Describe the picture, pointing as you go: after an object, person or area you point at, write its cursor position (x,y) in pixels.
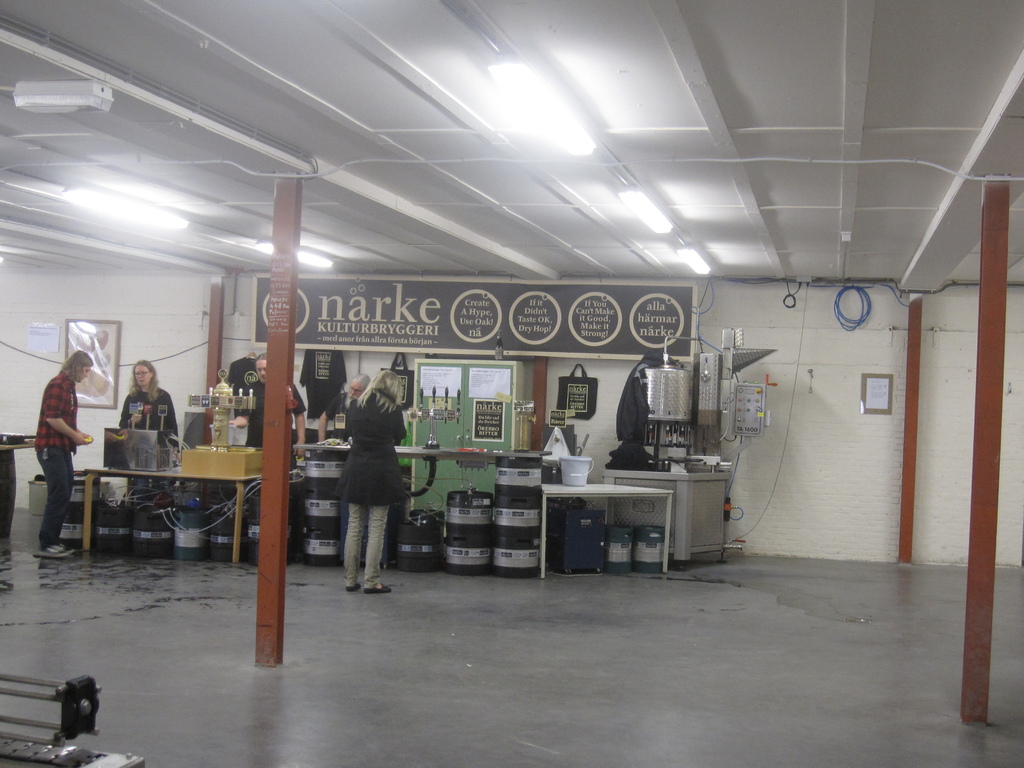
In this picture we can see pillars (264,589), some people (69,474) standing on the floor (198,597), boxes (592,550), tables (455,453), bucket (575,478), cupboard (447,482), posters (480,379), bags (583,390), clothes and some objects (659,426) and in the background (390,365) we can see a frame (89,344) on the wall (128,319), cables (860,291), ceiling (365,221) and the lights (527,99).
